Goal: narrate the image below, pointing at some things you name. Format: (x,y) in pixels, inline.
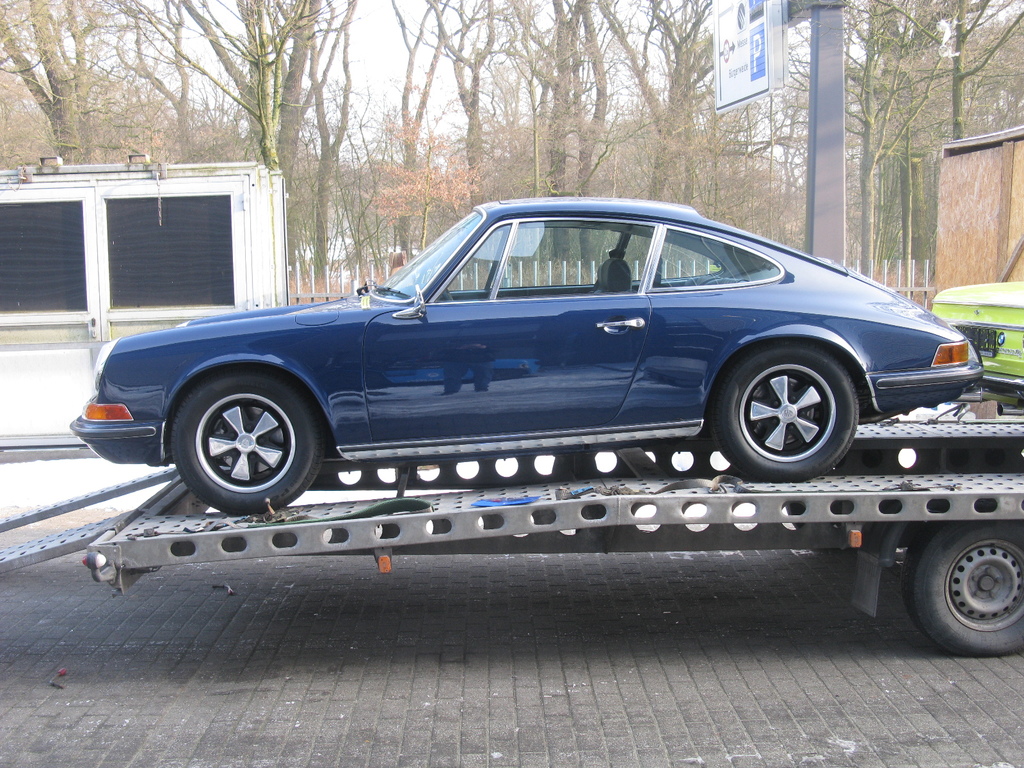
In this picture we can see vehicles (803,522) on the ground (526,718), signboard (773,59), pole (827,121), trees (801,144) and some objects (985,206) and in the background (369,98) we can see the sky (223,42).
